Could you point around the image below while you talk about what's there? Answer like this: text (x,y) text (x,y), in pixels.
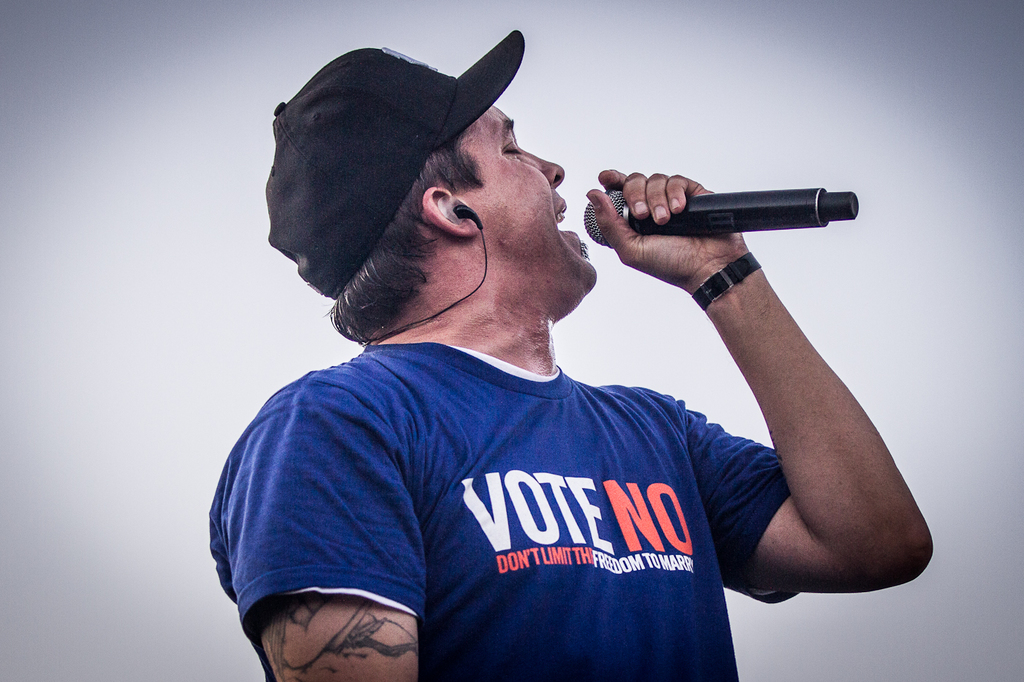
In this image in the middle (472,301), there is a man (499,355), he wears a t shirt (494,515), cap (349,187), he is holding a mic (642,229), he is singing. The background (165,267) is white.
